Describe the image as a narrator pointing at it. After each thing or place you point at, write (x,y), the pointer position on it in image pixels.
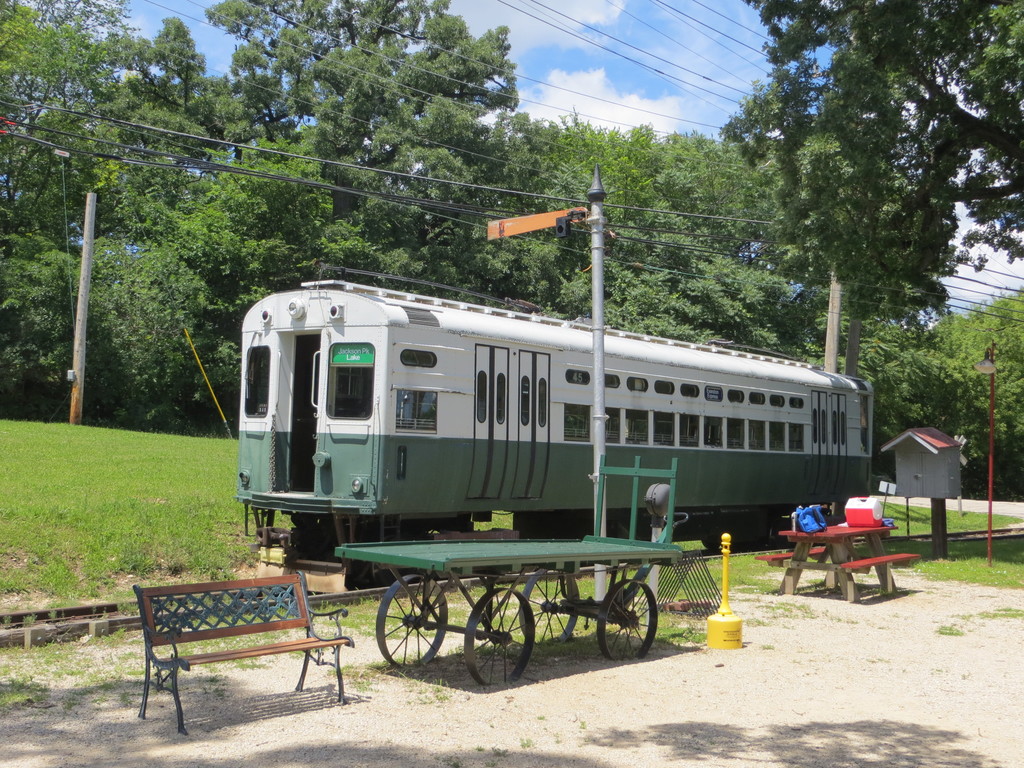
In this picture there is a train (322,560), there is a track (119,626) and a bench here is another table (860,558) and bench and there is a pole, grass (181,463), trees (107,370) some wires (528,80) and sky (541,77).
